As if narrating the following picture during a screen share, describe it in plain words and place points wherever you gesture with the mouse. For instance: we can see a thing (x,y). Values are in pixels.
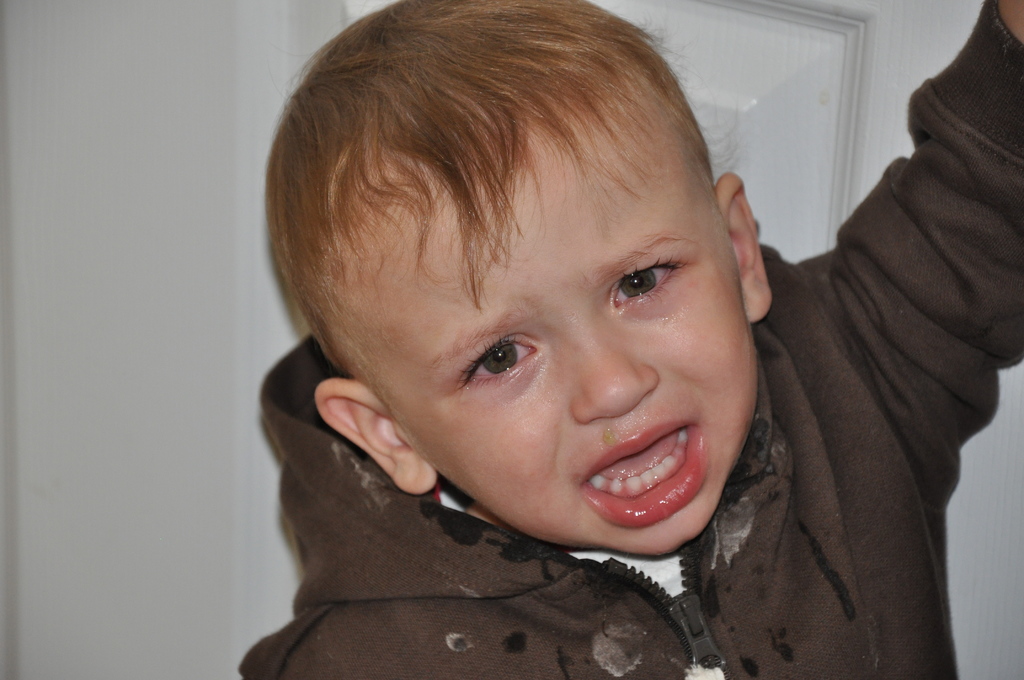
This image consist of a small boy (545,438) crying is wearing a jacket (382,597). In the background (172,180), there is a door (968,562) along with a wall (154,319). The wall (136,177) is in white color.
